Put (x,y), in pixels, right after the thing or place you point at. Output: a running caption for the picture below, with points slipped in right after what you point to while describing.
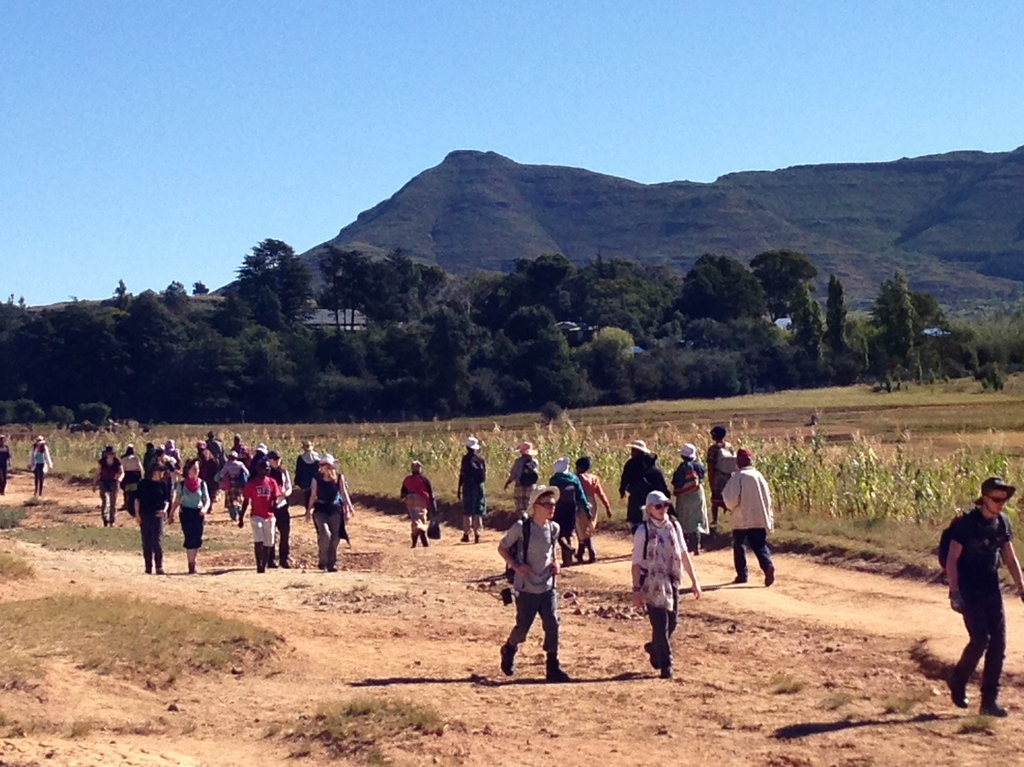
In this image I see number of people (576,498) in which most of them are wearing caps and I see the ground (445,595) and I see the plants (914,453) over here. In the background (63,391) I see number of trees (702,293), mountains (613,233) and the clear sky (236,113).
